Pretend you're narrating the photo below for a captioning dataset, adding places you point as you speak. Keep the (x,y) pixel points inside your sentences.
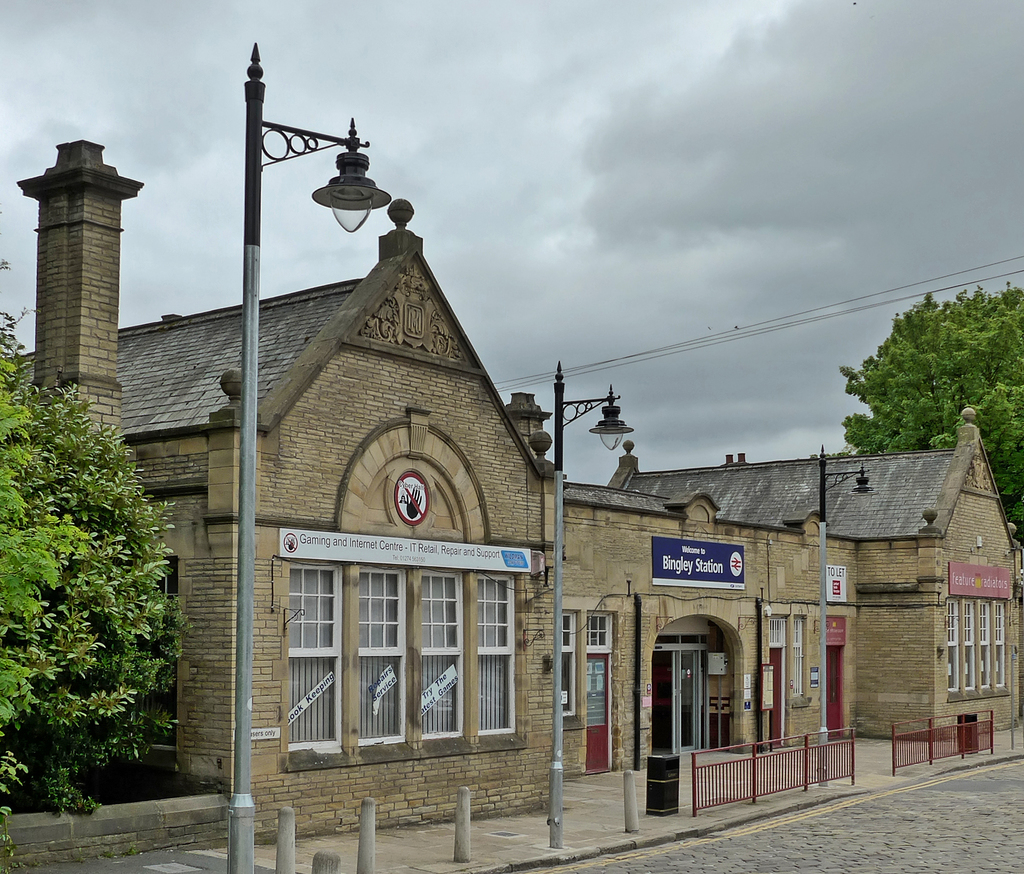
In this picture we can see buildings (960,642) with windows (949,653), fence (717,767), poles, trees (984,397), wires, name boards (733,554), road (927,807) and in the background (906,197) we can see the sky (648,45) with clouds (764,197).
